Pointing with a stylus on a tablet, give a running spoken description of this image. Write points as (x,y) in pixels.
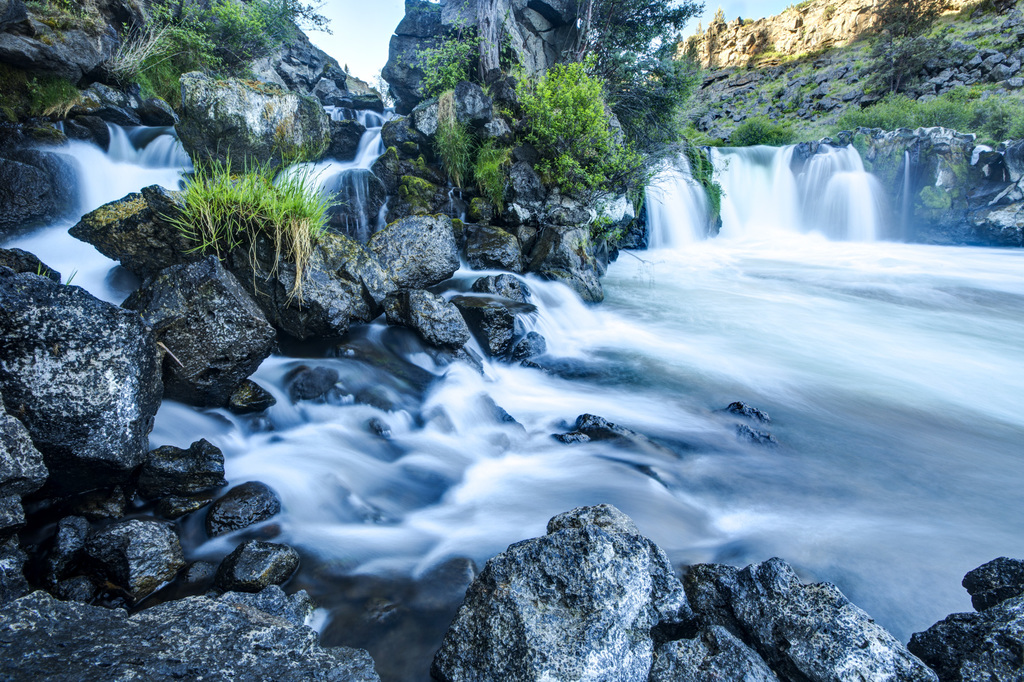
In this image there are rocky mountains (268,94). On the mountains (282,80) there are plants (556,138) and grass (293,197). There are waterfalls (125,171) on the mountains (726,108). To the right (800,408) there is water (737,381) flowing. At the top (383,17) there is the sky (717,0).
